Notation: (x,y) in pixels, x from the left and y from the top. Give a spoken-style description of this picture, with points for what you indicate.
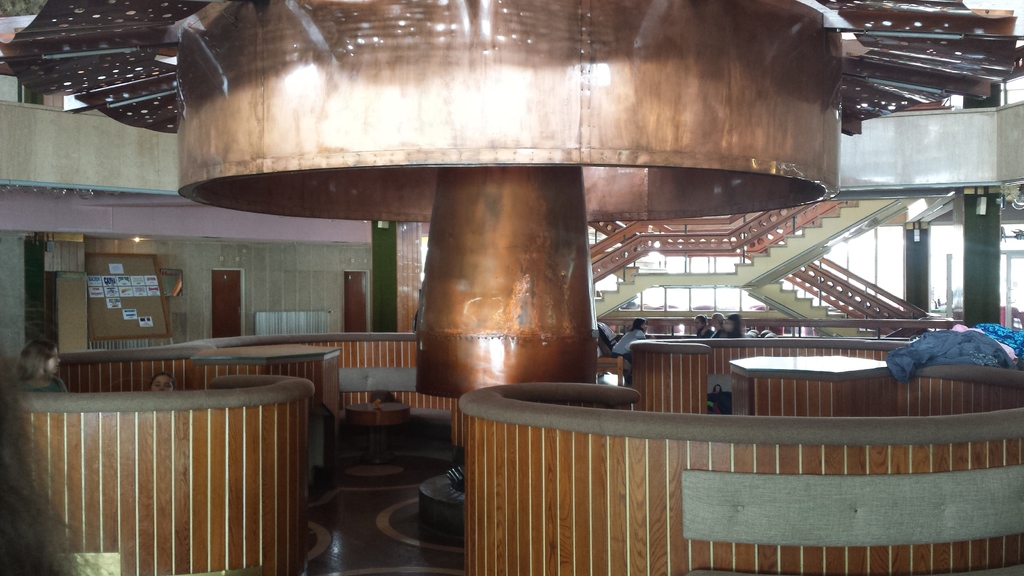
This is an inside view of a building (966,129). At the bottom of the image (167,506) I can see the cabins (286,505) and few people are sitting on the chairs (612,349). In the center of the image (505,329) there is a pillar (502,264). In the background (731,241), I can see the stairs (773,263).
